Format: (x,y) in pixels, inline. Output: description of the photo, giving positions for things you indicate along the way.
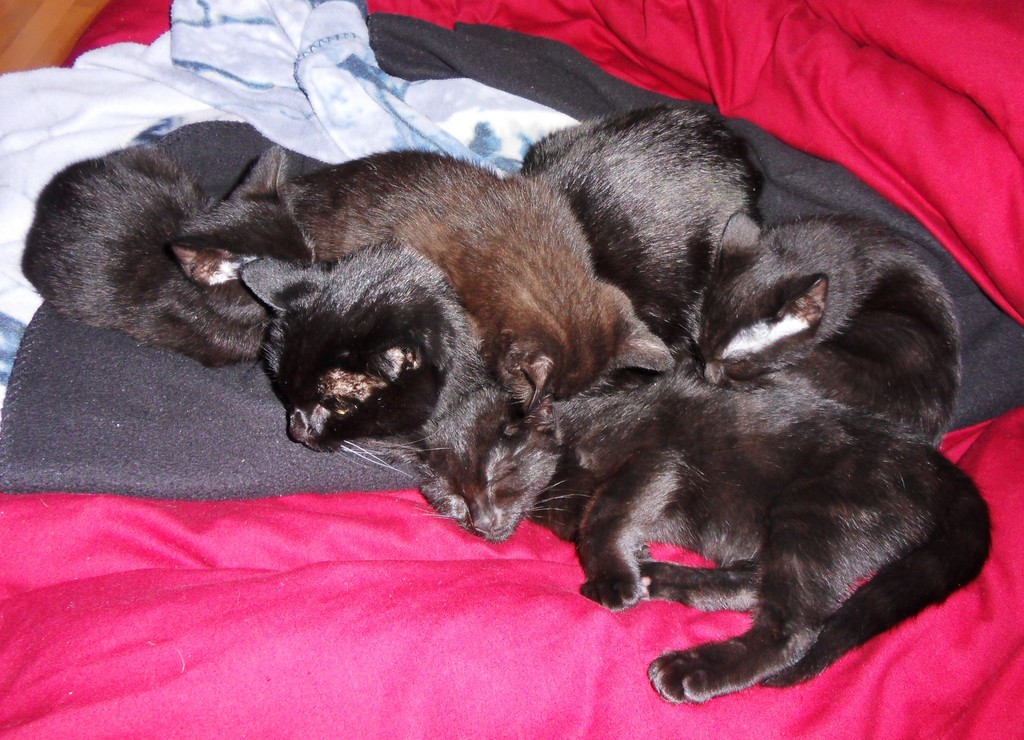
Here I can see few black color cats (726,255) are sleeping on the bed (334,633) which is covered with a pink color cloth (182,647). On the top (917,26) I can see the blankets (893,101) and also there is a bed sheet (298,74) which is in white and blue colors.
